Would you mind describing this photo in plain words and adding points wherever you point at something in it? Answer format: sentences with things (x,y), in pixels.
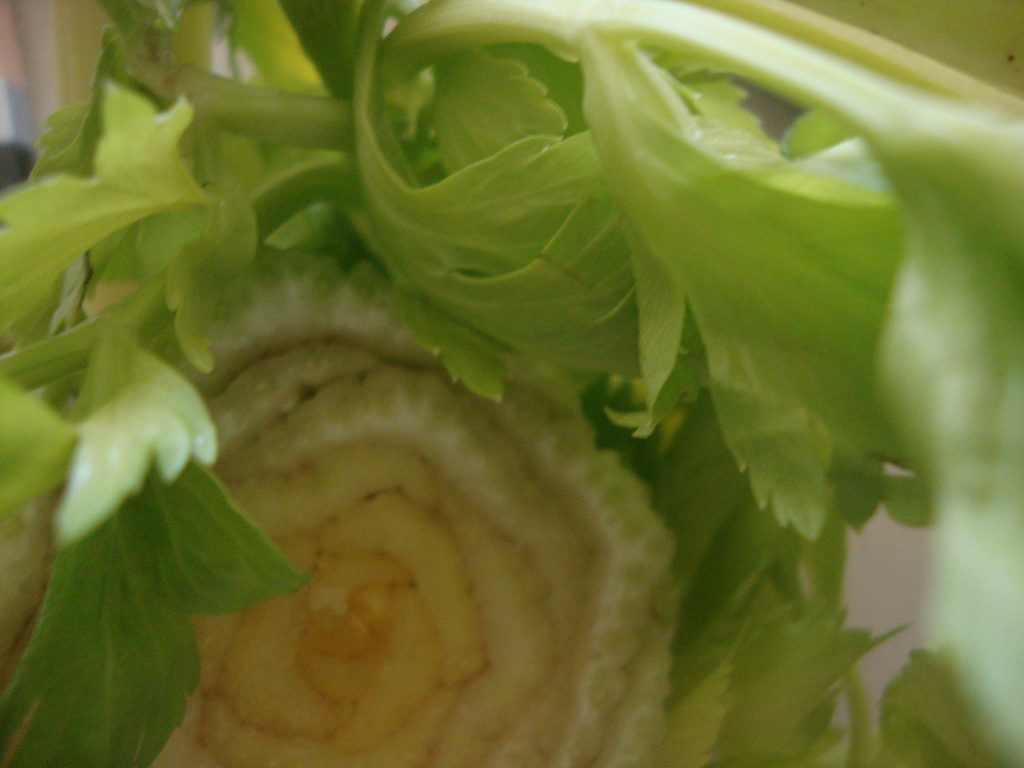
In this image I can see the cream color celery base (312,466) to the plant (351,249). I can see the plant (468,192) is in green color.
